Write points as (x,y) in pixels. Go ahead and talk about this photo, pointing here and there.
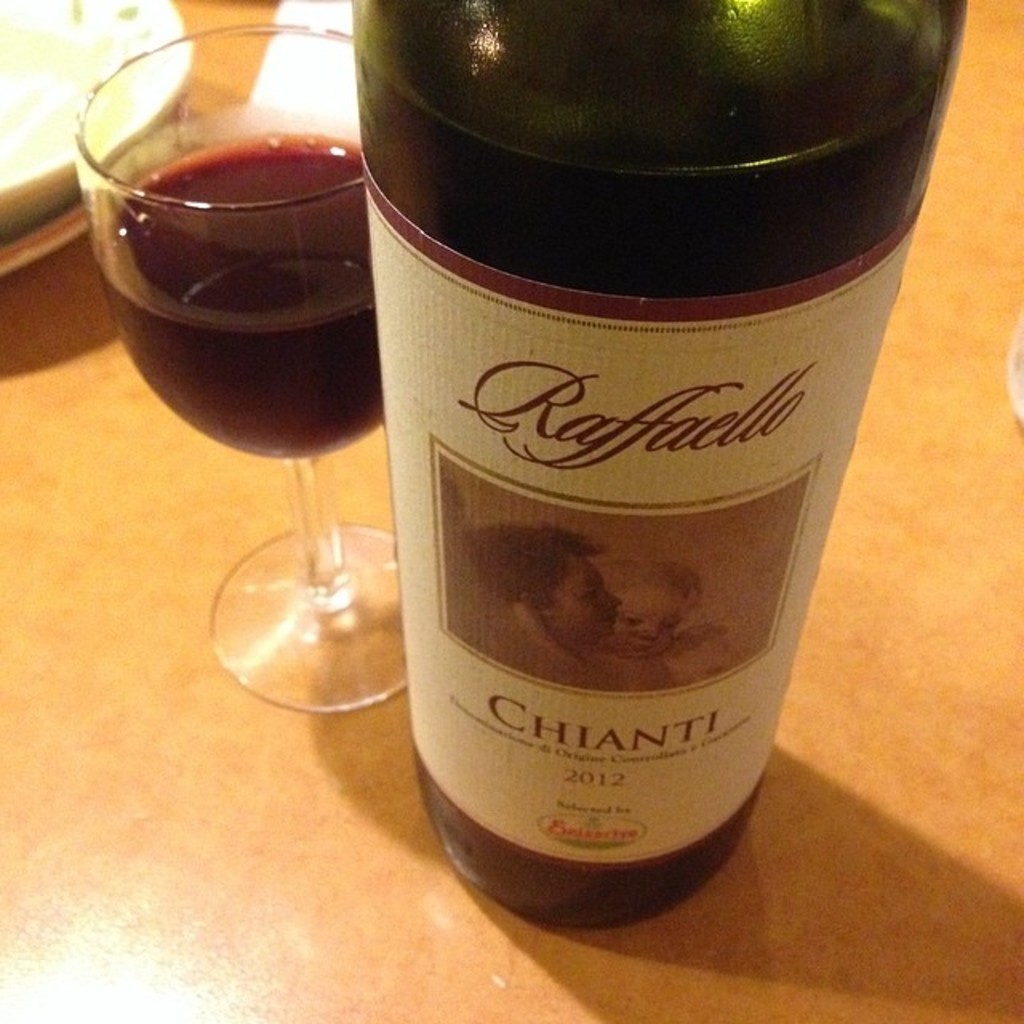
In this picture there is a glass (323,103), bottle (538,898) and bowl (98,79) and there might be a tissue (267,81) on the table (352,967) and there is drink (290,304) in the glass (292,285) and there is a picture (578,624) of a person (488,552) and there is text (759,413) on the bottle (675,545).
